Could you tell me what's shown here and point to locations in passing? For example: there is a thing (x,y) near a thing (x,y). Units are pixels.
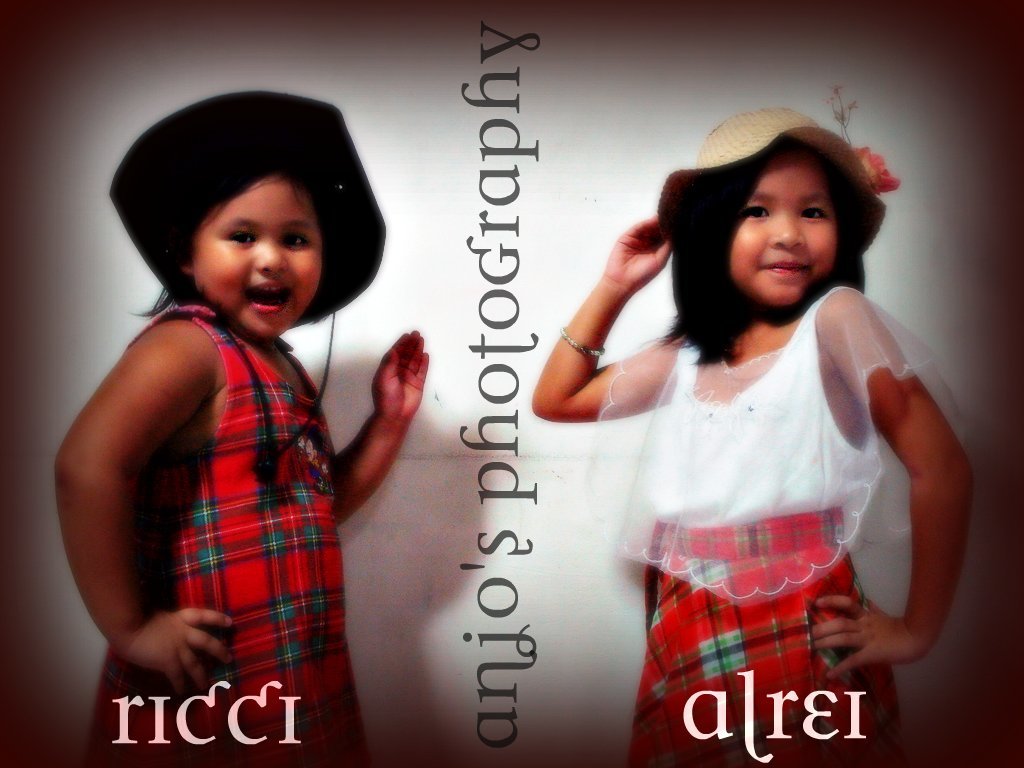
In this image there are two girls (259,422) who are facing the camera. They are wearing the hats (683,196). In the middle (484,427) there is some text (481,445). In the background (421,240) there is a white color wall (566,204).
